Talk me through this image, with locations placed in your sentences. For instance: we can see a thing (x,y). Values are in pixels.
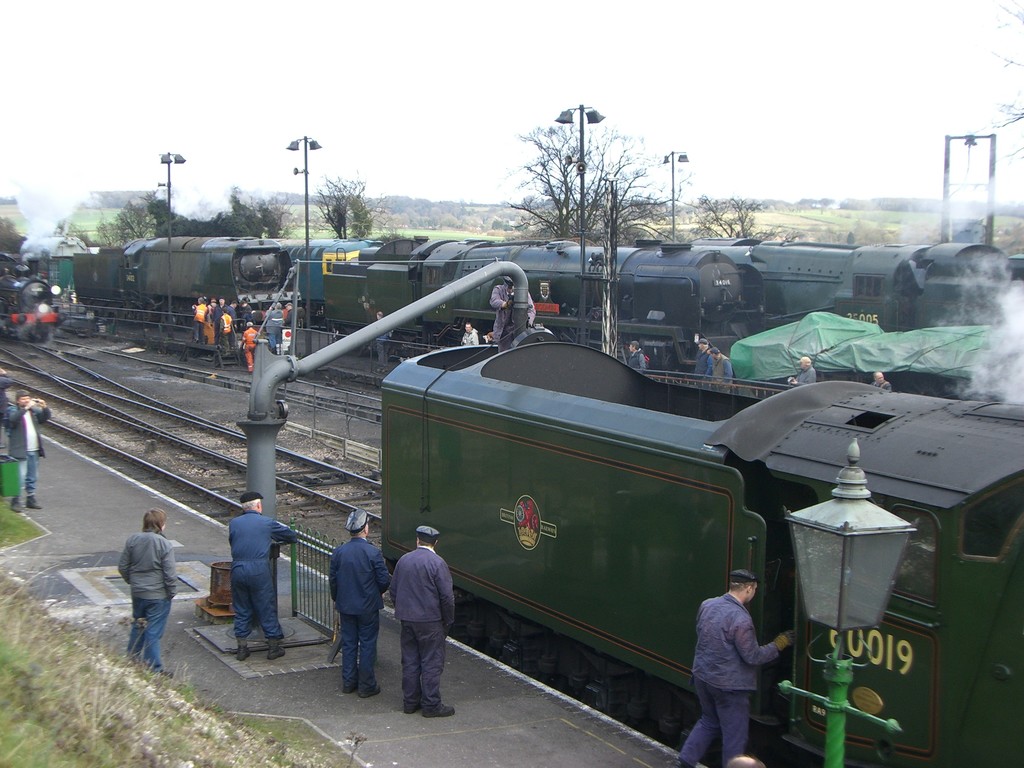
In this image, we can see many trains (632,409). Here there are few train tracks (87,381). At the bottom (425,739), there is platform (372,741). Few people (34,470) are standing. Here there is a barricade (305,605) and grass (102,742), some container (215,578) here. Background (131,222) we can see so many poles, trees (549,199), smoke (50,190). Here we can see few people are there.
